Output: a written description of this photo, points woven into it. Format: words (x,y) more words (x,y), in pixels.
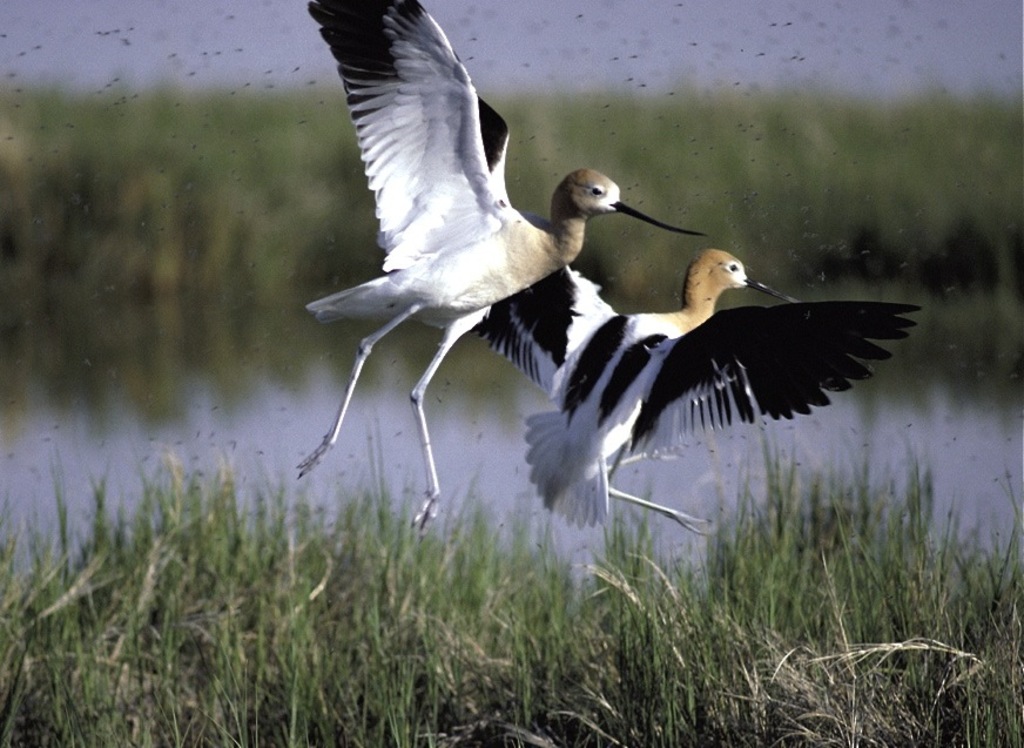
In this picture there are two flying birds (343,311) in the center of the image (365,265), there is greenery (481,581) in the image and there is water (849,412) in the background area of the image (441,389).
